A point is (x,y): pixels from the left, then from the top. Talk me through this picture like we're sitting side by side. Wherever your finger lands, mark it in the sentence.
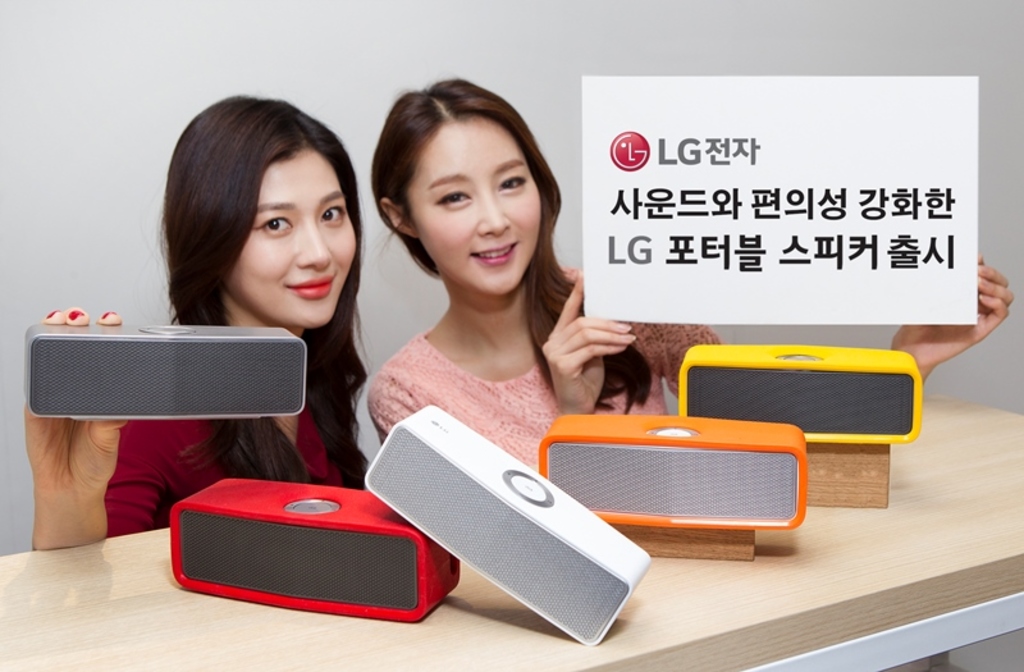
In the center of the image (525,318) we can see two people (499,351) are smiling, which we can see on their faces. And the right side person (554,321) is holding a banner (611,307) and the left side person (353,365) is holding some object (127,341). In front of them, we can see one table (135,631). On the table (497,589), we can see different color objects (501,538), woods (825,471) and a few other objects (523,526). In the background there is a wall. On the banner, we can see some text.
